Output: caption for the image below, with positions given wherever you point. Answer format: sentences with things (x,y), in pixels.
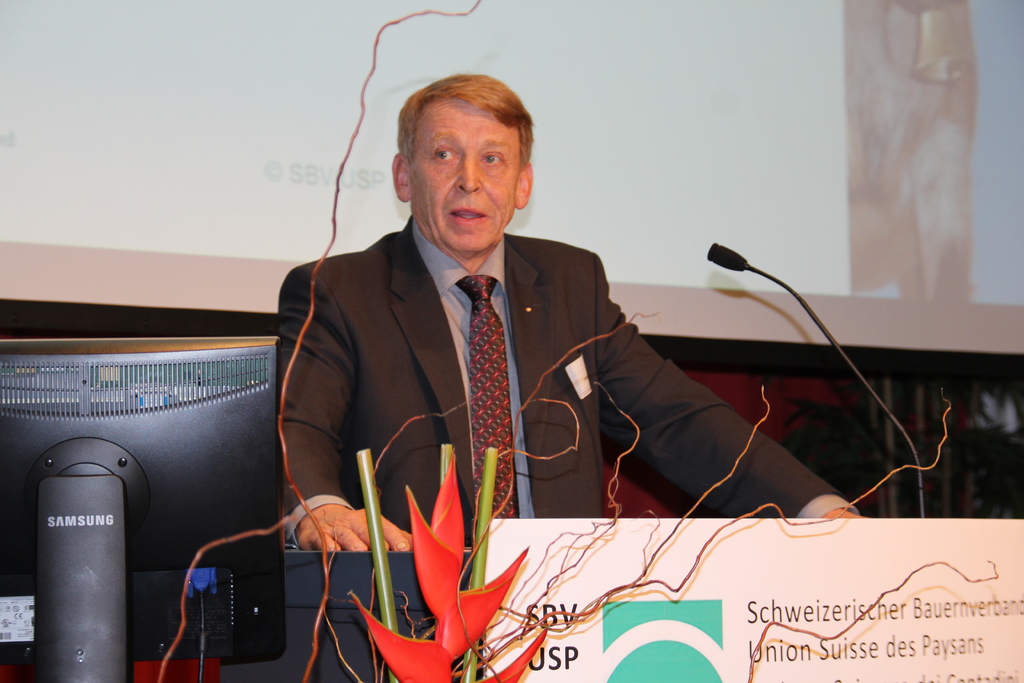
A man (374,270) is speaking in the microphone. He wore coat (434,335), tie (475,313), shirt (461,330).
